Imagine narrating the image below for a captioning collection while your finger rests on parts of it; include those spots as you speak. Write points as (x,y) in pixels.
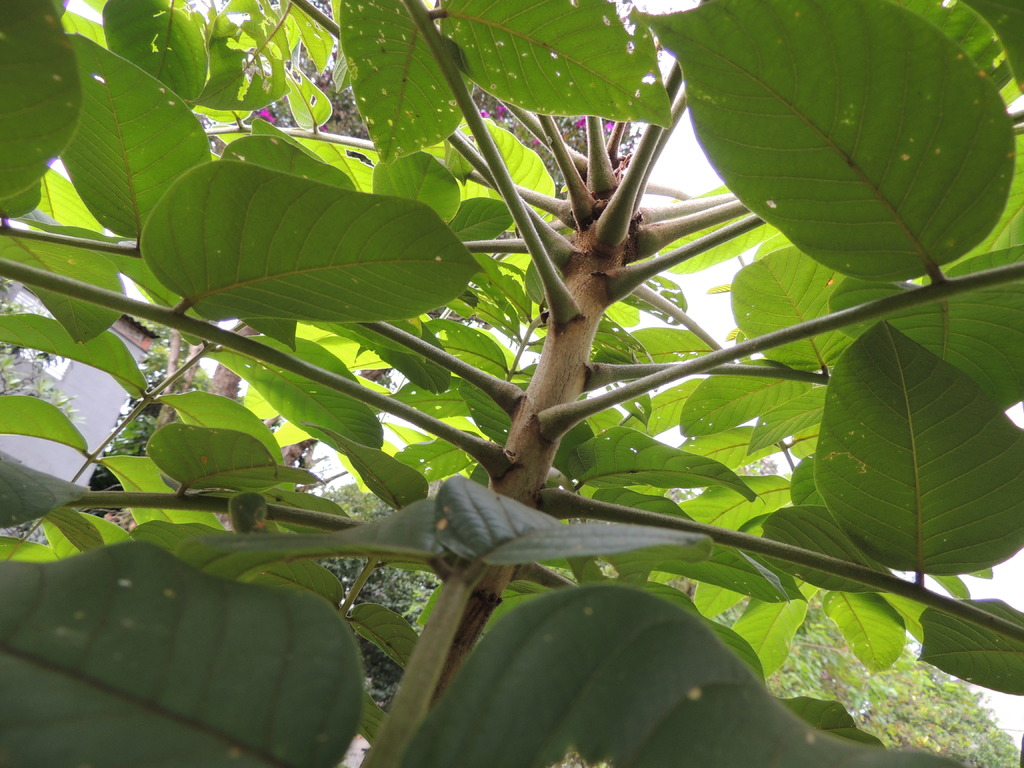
In this image we can see a plant (512,386) which has leaves (872,227) and we can see some more trees (62,396) and house (44,454) from the gap of those leaves (489,340).
